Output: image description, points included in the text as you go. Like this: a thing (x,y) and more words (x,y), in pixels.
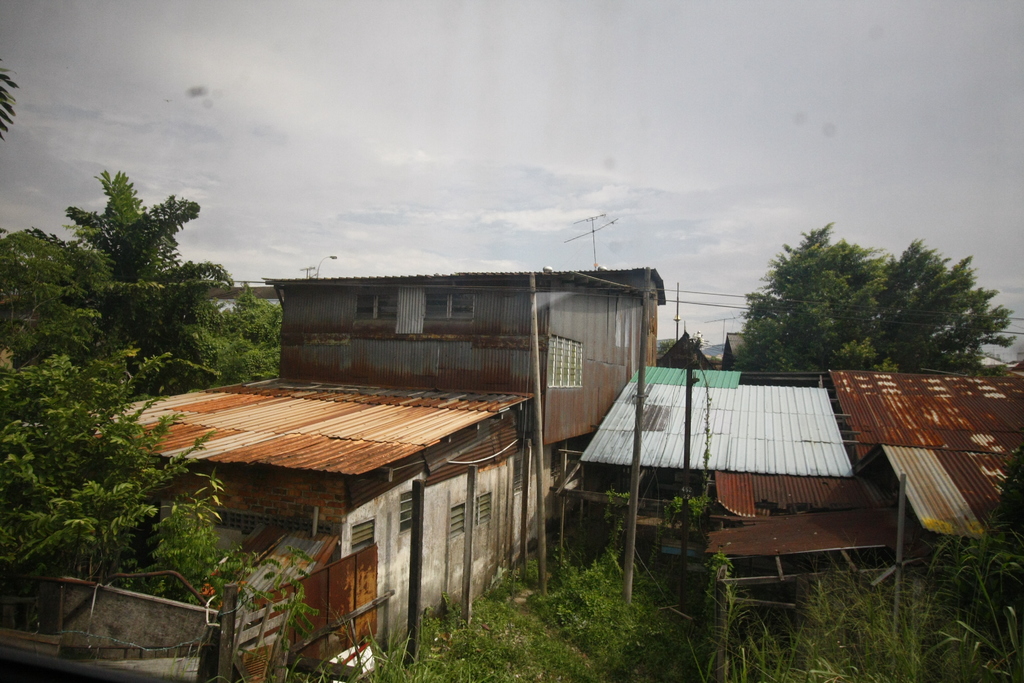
In the picture we can see some houses (693,540) near it, we can see some plants (826,633) and beside it also we can see some plants (53,352), trees (864,342) and in the background (727,328) we can see a sky (729,187) with clouds (614,102).
